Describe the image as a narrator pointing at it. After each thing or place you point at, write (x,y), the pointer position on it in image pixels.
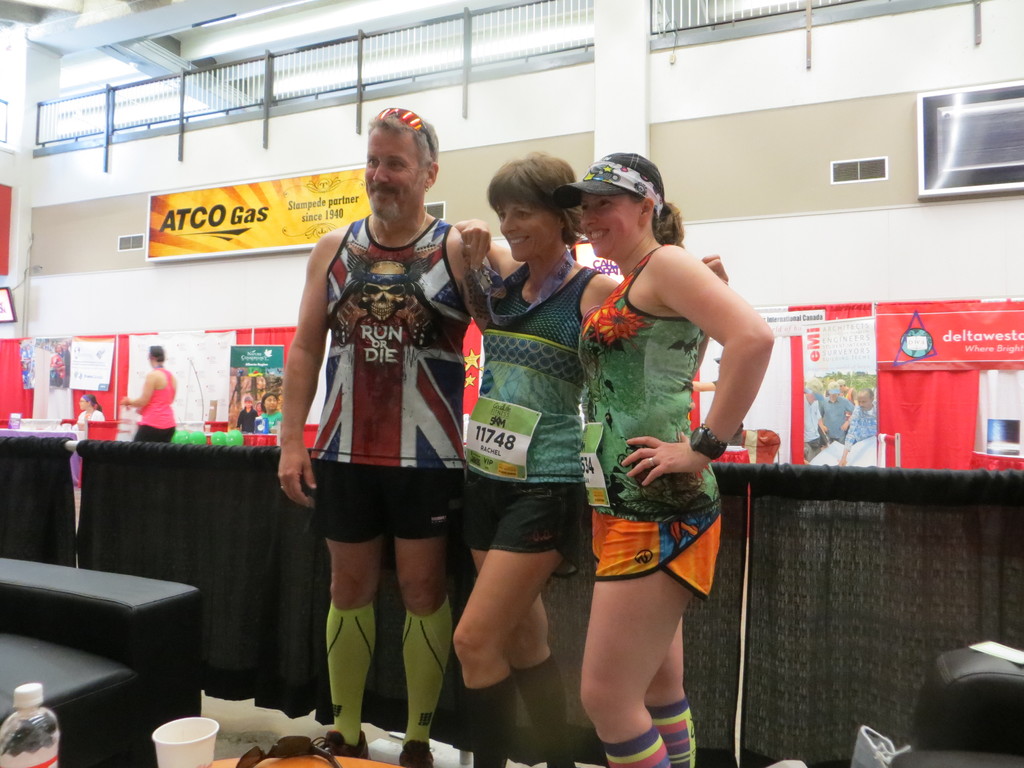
There are three people (384,380) standing in the middle of this image (375,425). We can see a bottle (33,720), glass (205,744) and other objects (396,737) are at the bottom of this image (188,760). There is a black color is present behind these persons (579,480). We can see posters (190,369) attached to the wall (164,330) and there are people (172,381) in the background (843,395).
